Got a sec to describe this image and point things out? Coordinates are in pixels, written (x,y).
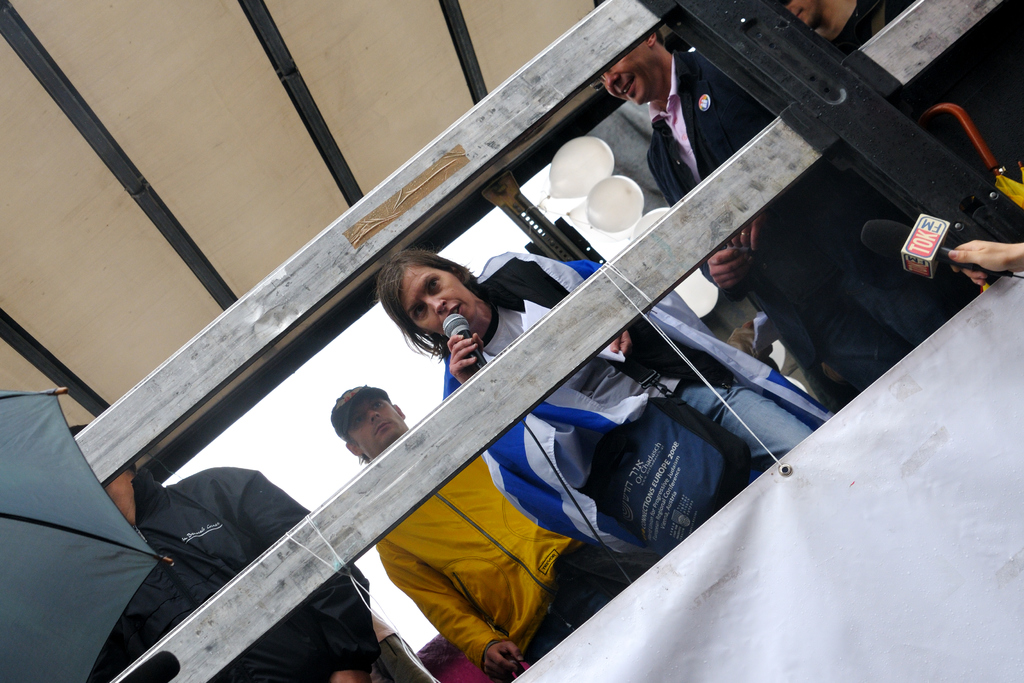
In this image, we can see a group of people (624,546). Here a person (477,337) is holding a mic (461,334) and talking. On the right side (754,222), we can see a person (664,112) is smiling. Here we can see poles (350,268), umbrella (92,556), microphone (922,261) in human hand (1005,268).
